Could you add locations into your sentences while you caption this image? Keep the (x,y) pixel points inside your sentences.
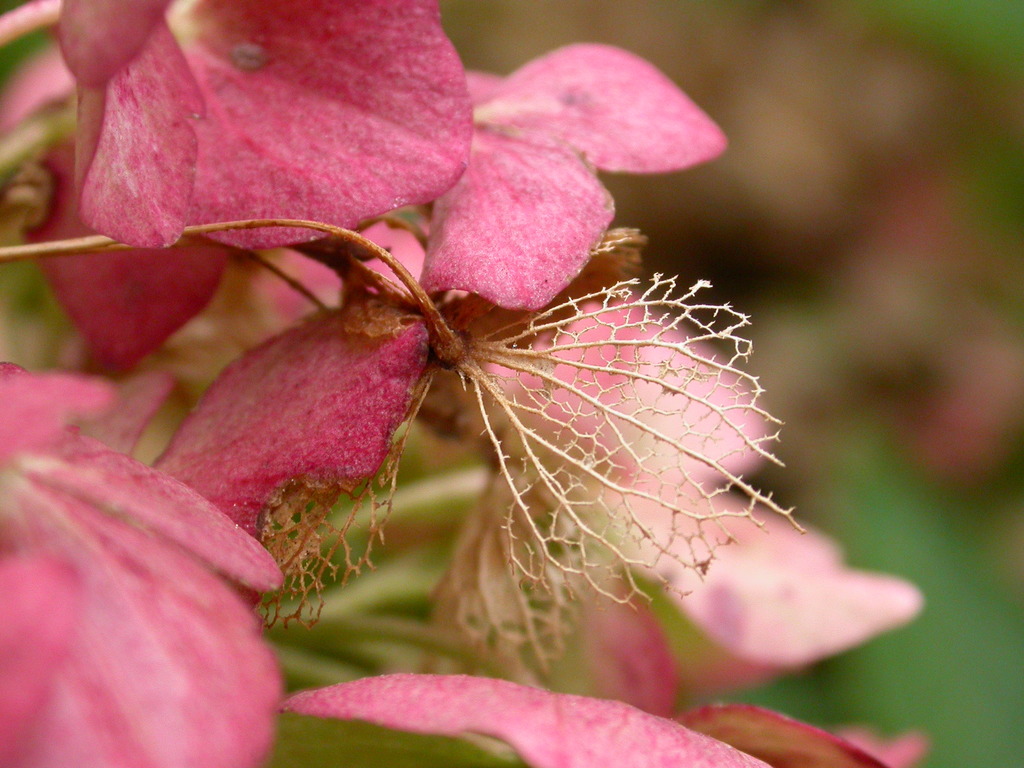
In this image, we can see flowers (336,434) and leaves (386,513).
